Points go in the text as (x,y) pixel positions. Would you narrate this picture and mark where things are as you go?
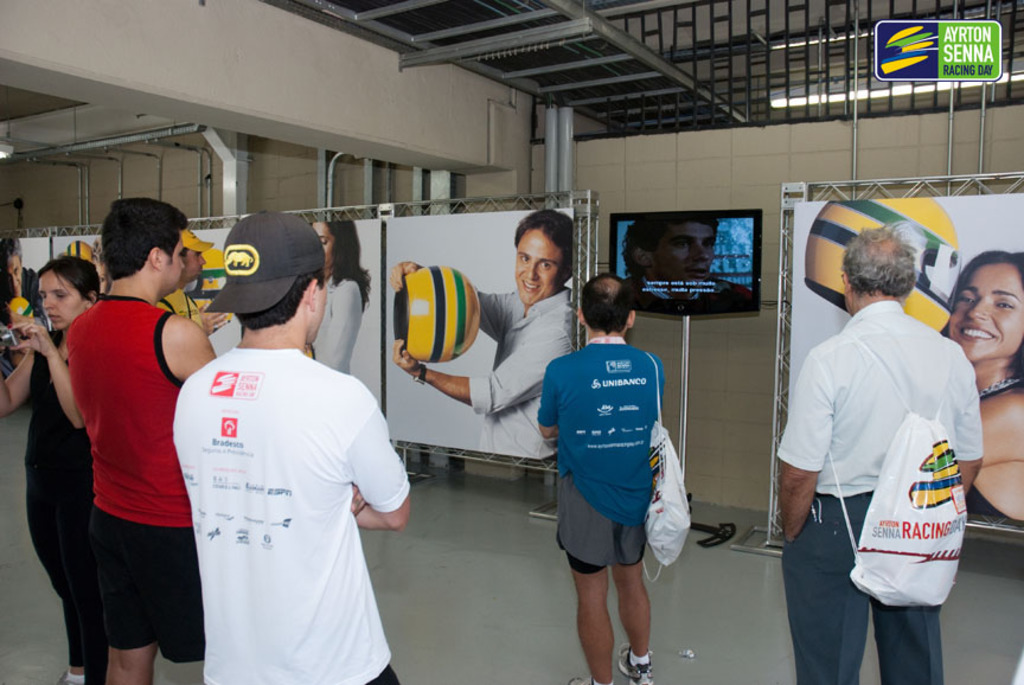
In this picture we can see the group of men (545,435) standing in the front (329,536) and watching the television (618,250). Behind there are some white posters (521,266). On the top (692,85) we can see the grills (464,65).
